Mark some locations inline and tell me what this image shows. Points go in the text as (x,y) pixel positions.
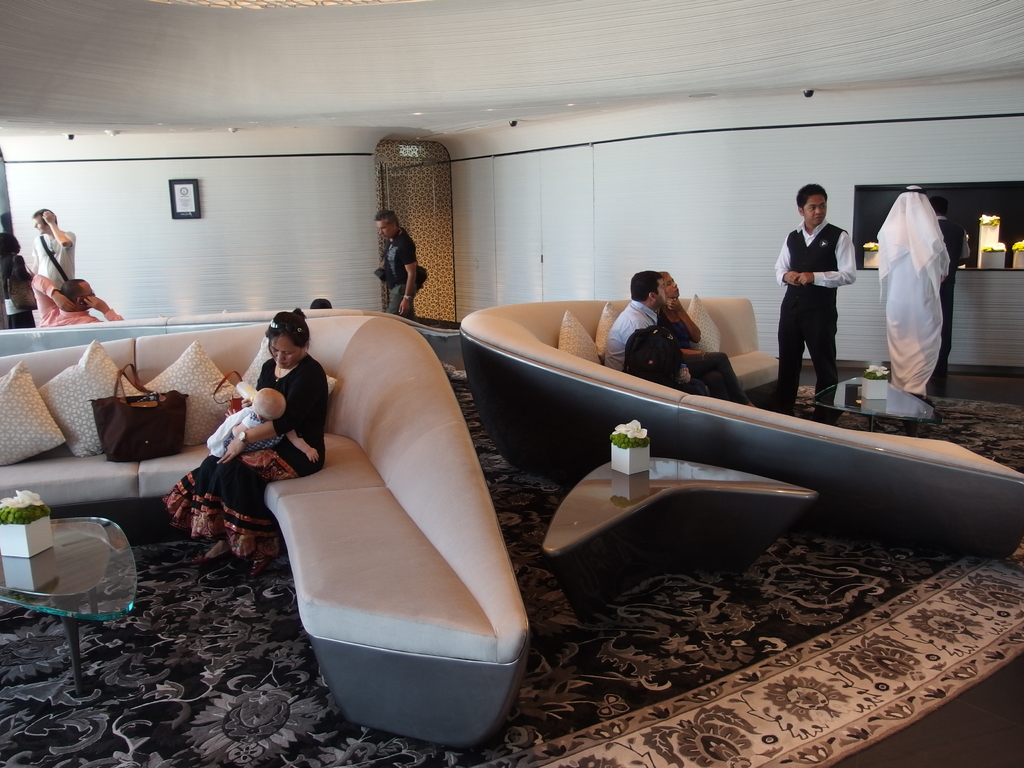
In this Image I see few people (907,339) in which few of them are sitting and rest of them are standing. I see 3 tables (791,510) on which there are plants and over here I see a bag (138,378) on the couch (333,330) and this woman (239,477) is holding a baby (275,392) in her hands (238,450). In the background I see the wall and the ceiling (933,0).
